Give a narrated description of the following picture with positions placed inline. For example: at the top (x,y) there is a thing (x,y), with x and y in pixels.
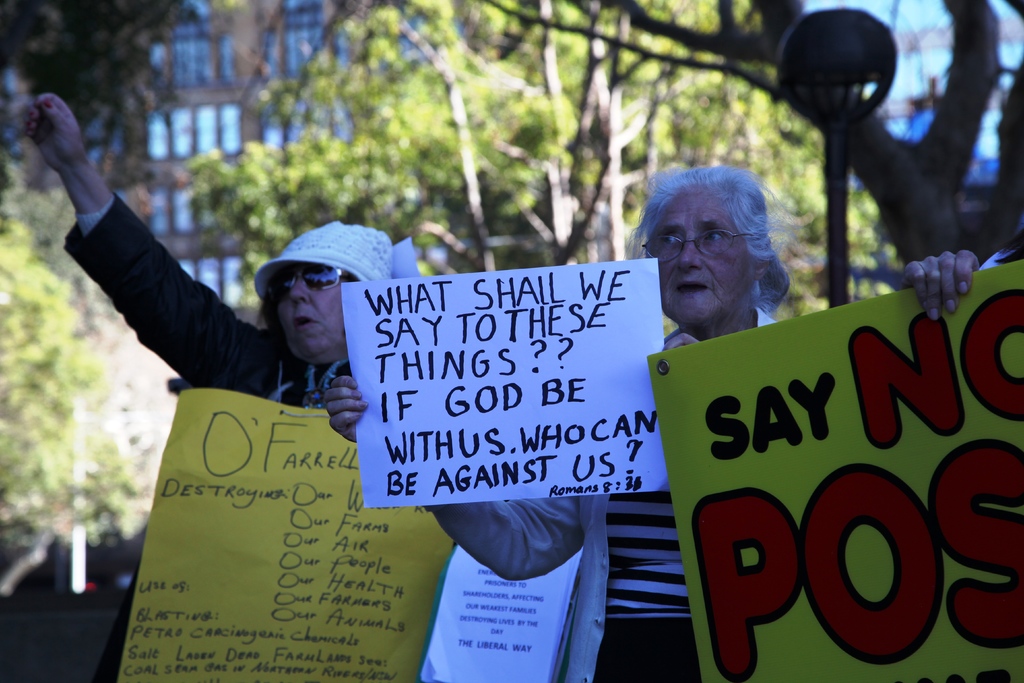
In the background (287,57) it seems like a building (233,49) and we can see the trees (604,63). We can see a black pole (832,58). In this picture we can see the people (322,237) holding boards (293,440) and it seems like they are protesting.
